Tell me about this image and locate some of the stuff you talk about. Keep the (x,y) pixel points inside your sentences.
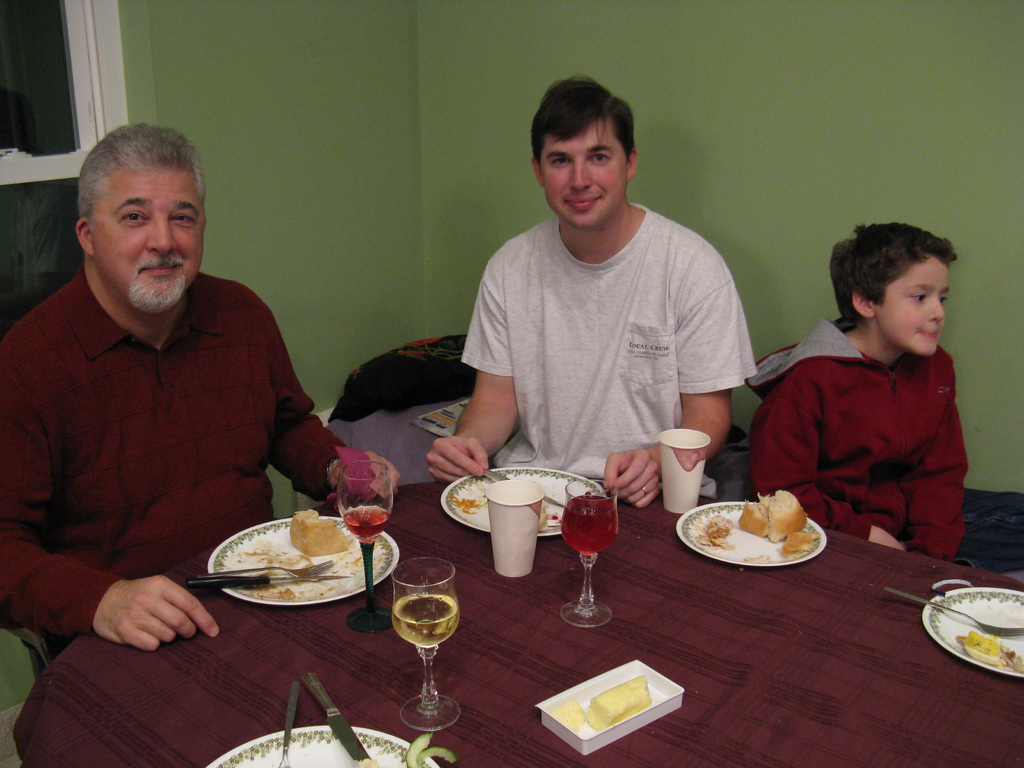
In this picture, we can see a few people (432,453) sitting, and we can see table (712,573), some food items (720,545) on plate (701,551), liquid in the glass jars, the wall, window (4,214), and some objects (377,428) in the background (385,404).
